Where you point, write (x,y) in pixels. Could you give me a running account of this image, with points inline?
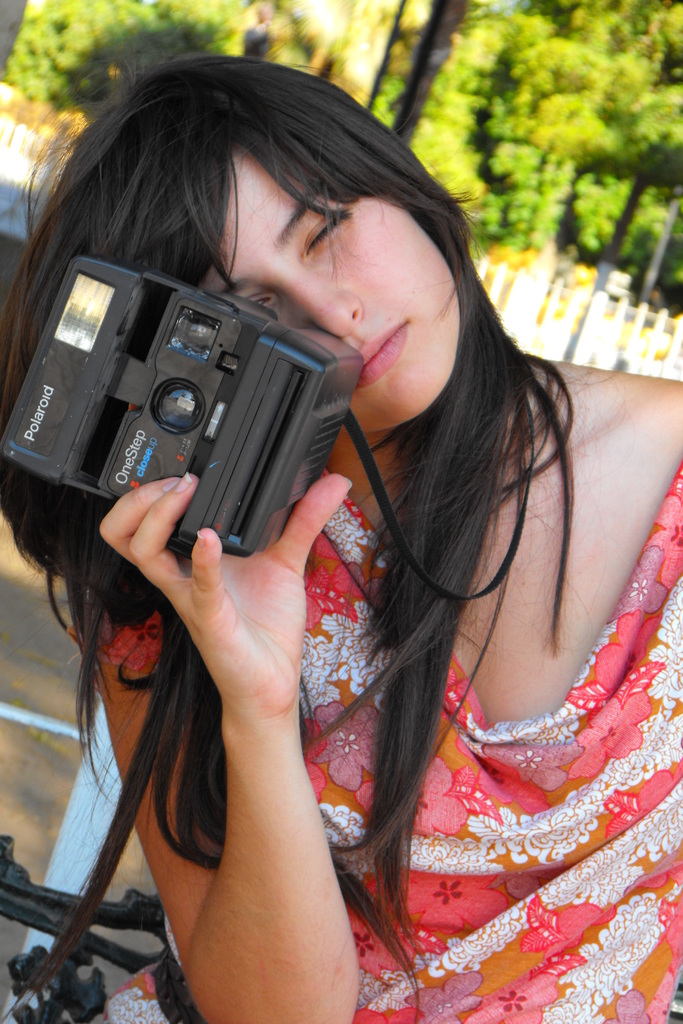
As we can see in the image there is a woman (420,402) wearing orange color dress (419,854) and holding a camera (162,360). In the background (425,71) there are trees (424,47).
